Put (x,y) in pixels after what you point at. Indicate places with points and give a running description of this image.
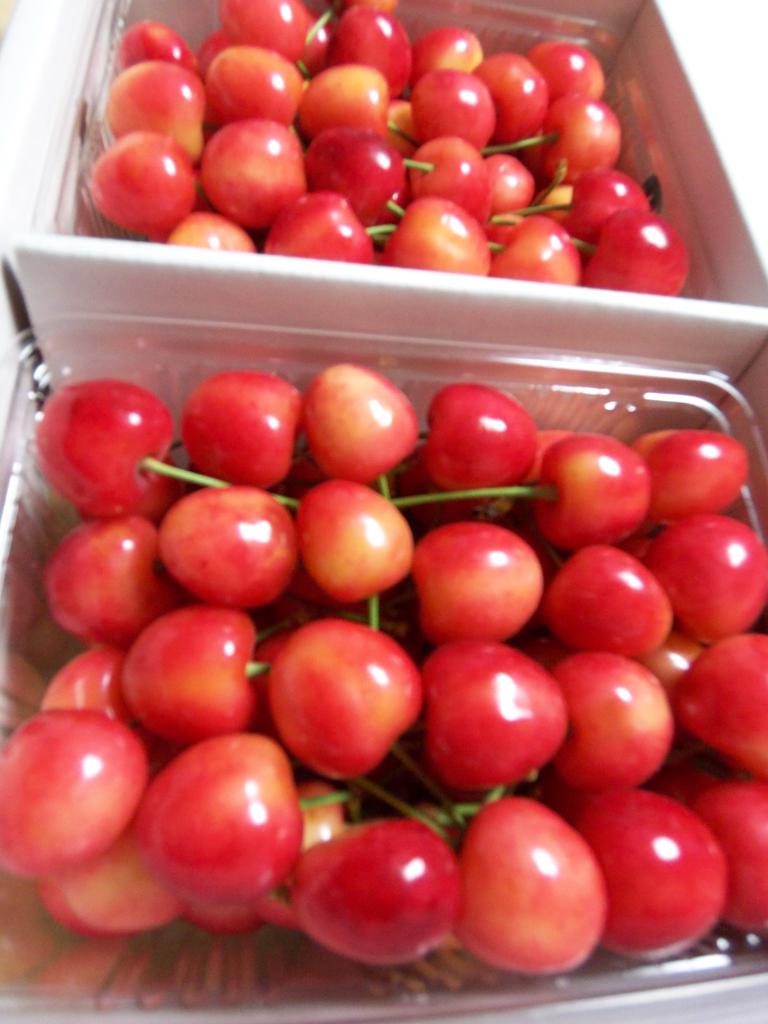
In this image there are two boxes (336,349), and in the boxes (747,276) there are cherries (287,224).
